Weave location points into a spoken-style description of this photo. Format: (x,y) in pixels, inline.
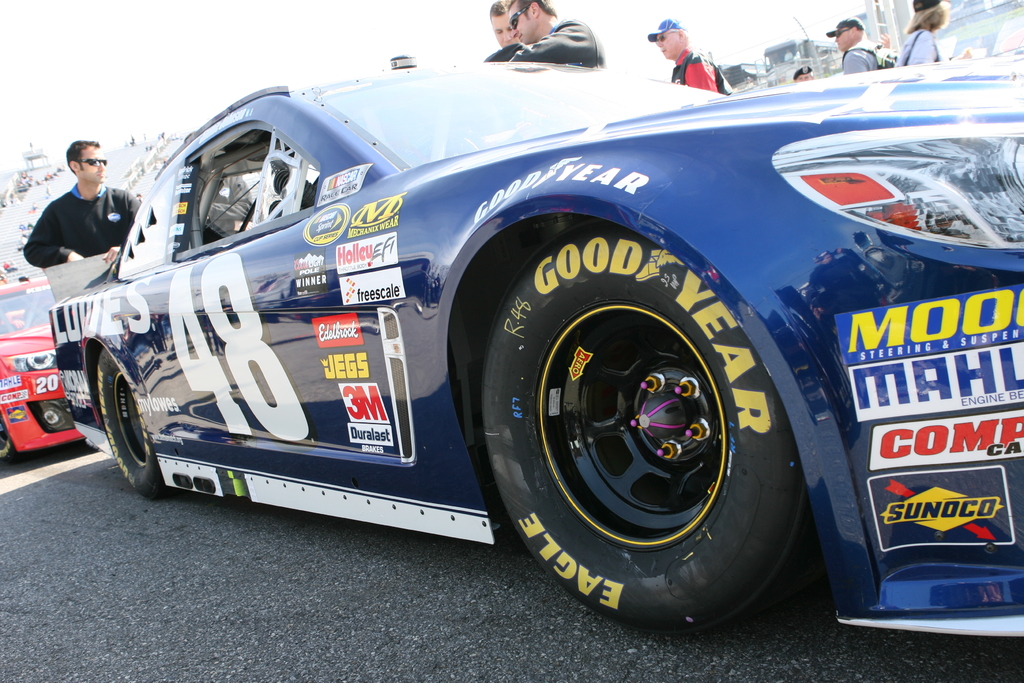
In this image in front (701,109) there are cars (865,85) on the road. Beside the cars (865,85) there are few people (689,48) standing on the road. Behind them there are two buses (767,60). On the left side of the image (17,236) people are sitting on the stairs (20,221).
